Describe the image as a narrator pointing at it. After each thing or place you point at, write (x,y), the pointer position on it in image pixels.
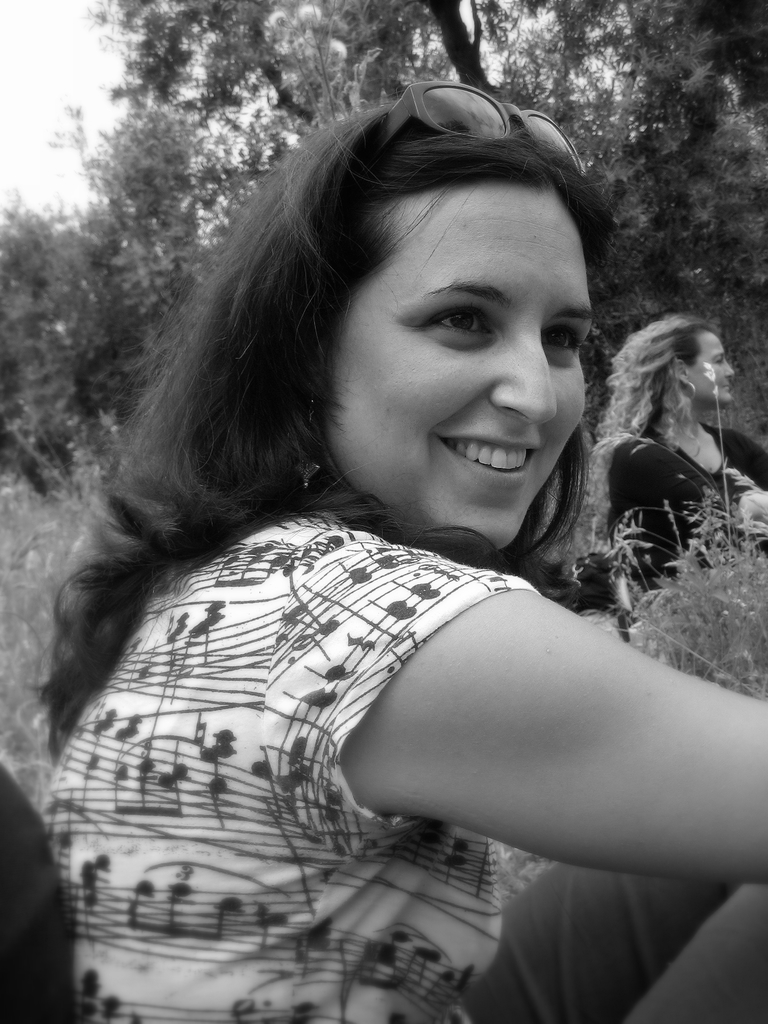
In this picture I can see there is a woman (550,393) sitting and she is looking at the right side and smiling. There is another woman (658,524) at right side (655,587) in the backdrop (672,463) and she is looking at the right side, there are few plants (1,713) around here and there are trees (750,352) behind them. There is a person (52,920) at left side (57,984) and the sky (100,134) is clear. This is a black and white image.
